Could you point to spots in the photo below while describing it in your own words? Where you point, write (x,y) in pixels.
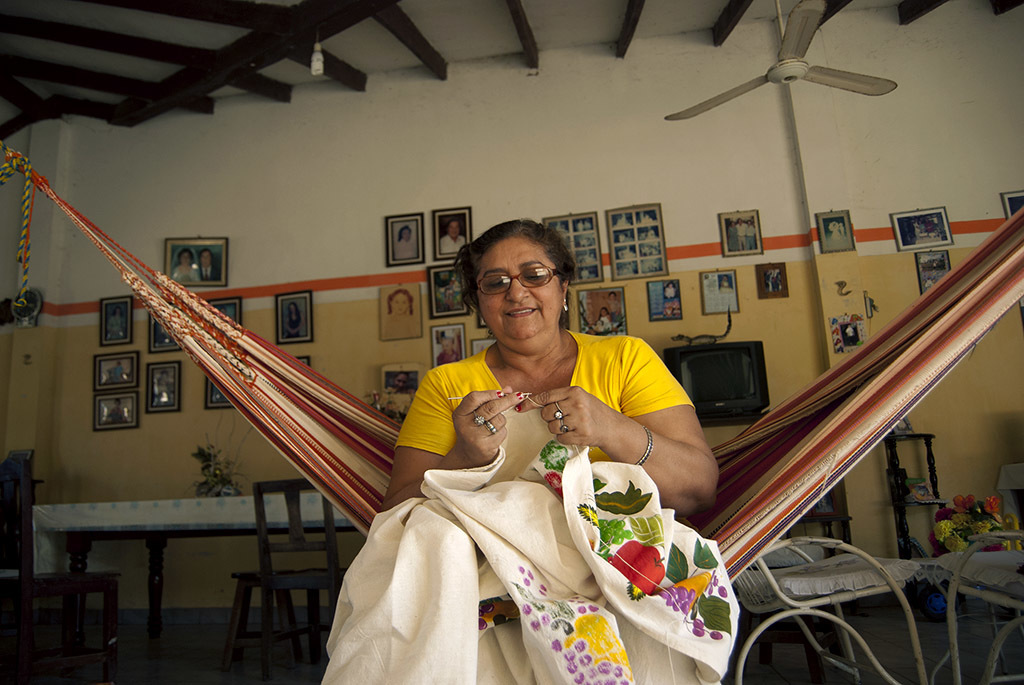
On the background (451,137) we can see photo frames (571,213) over a wall (53,496), empty chairs (328,513) and table (302,498) and on the table (268,511) we can see flower vase (208,463). This is a television (735,394). Here we can see one women (611,384) sitting on a hammock swing (967,324) and she is holding a thread (614,555) and a needle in her hand (575,398). She wore spectacles (527,281).
